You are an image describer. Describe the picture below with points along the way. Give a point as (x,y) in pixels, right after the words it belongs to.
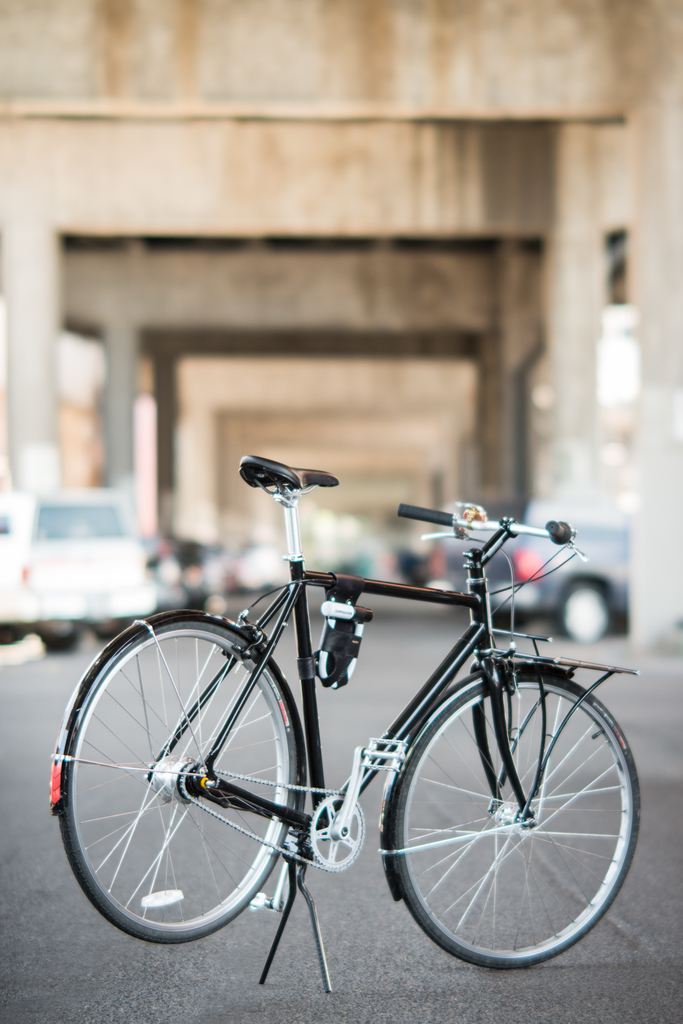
In this image I can see a bicycle (469,959) in black color. Background (562,573) I can see few vehicles (48,555) and I can see few pillars (513,337) in cream and brown color.
